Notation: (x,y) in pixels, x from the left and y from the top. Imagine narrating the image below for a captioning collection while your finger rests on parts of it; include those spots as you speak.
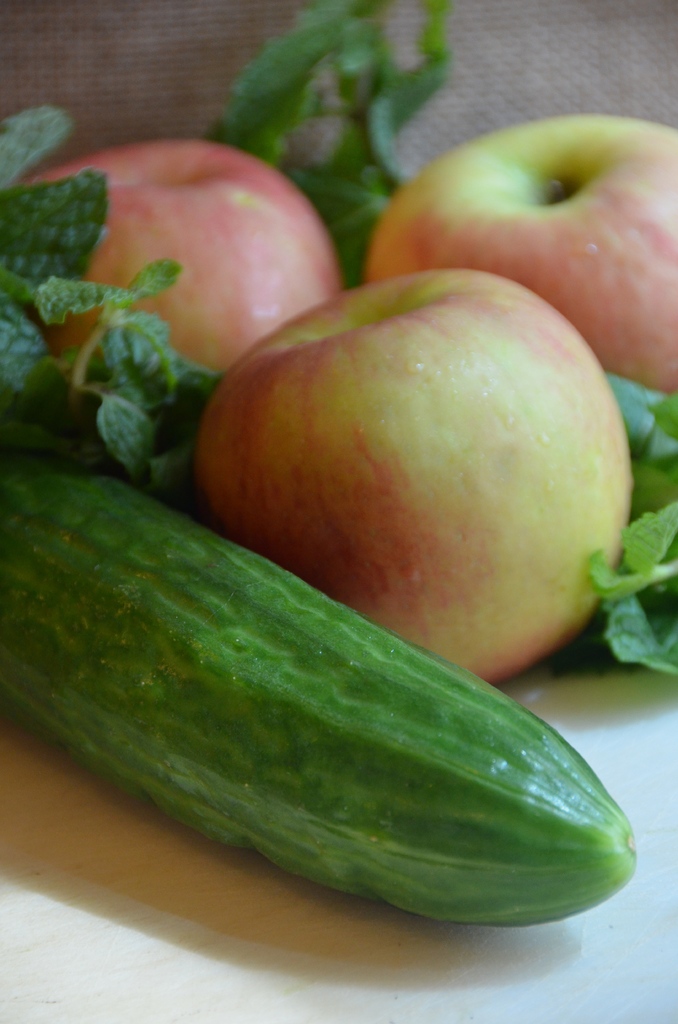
In this picture there are apples (410,331), cucumber (363,710) and leafy vegetables (363,254) on a white surface (43,913).
